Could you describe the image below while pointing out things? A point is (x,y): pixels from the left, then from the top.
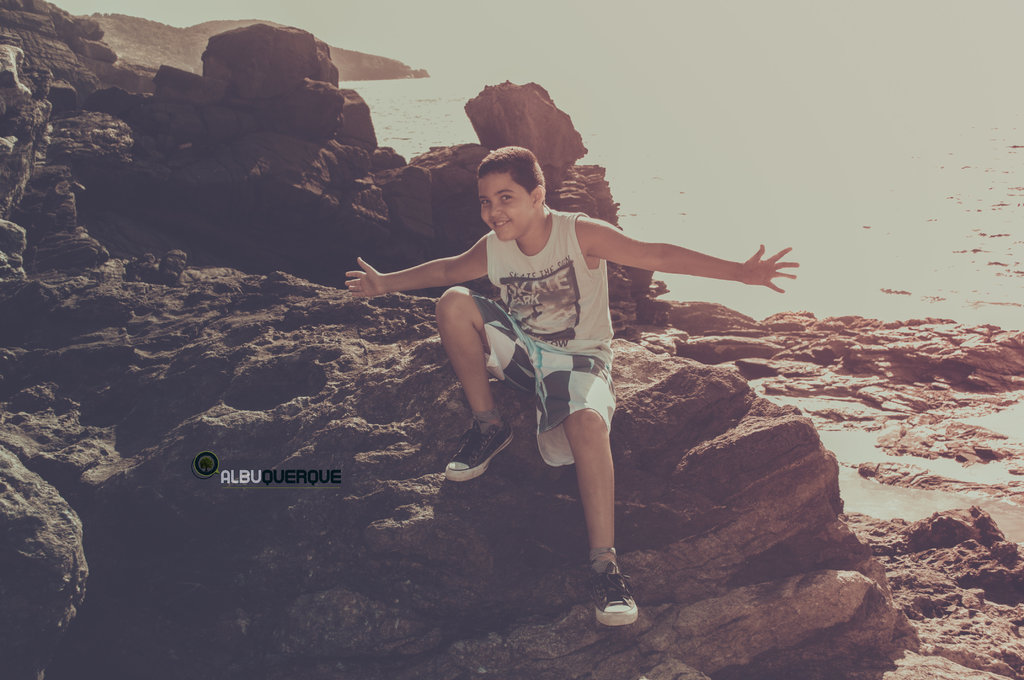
In this image we can see a boy (547,261) sitting on the rock (532,461). In the background (800,151) there is water (877,157).
